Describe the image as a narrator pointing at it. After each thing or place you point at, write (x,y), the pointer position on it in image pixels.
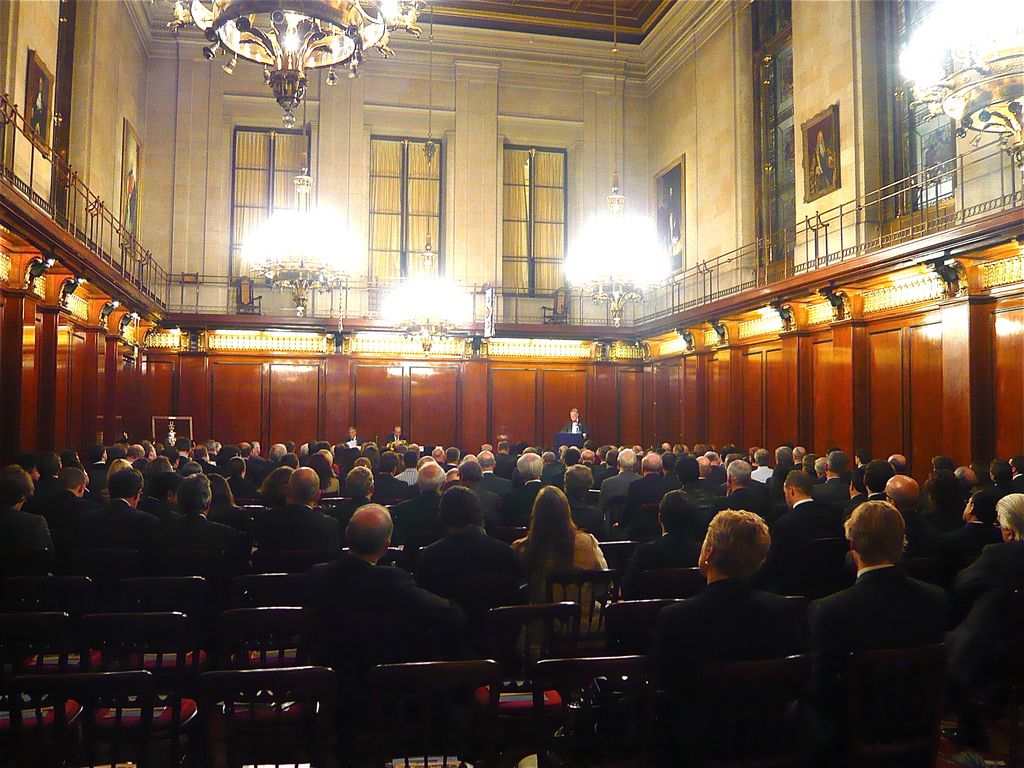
In this image we can see a group of persons (367,465) are sitting on the chair (266,623), here a person (582,420) is standing, here is the podium (568,435), here is the pillar (807,348), here is the chandelier (439,294), here is the window (270,149), here is the wall (35,21) and a photo frame (38,102) on it.
